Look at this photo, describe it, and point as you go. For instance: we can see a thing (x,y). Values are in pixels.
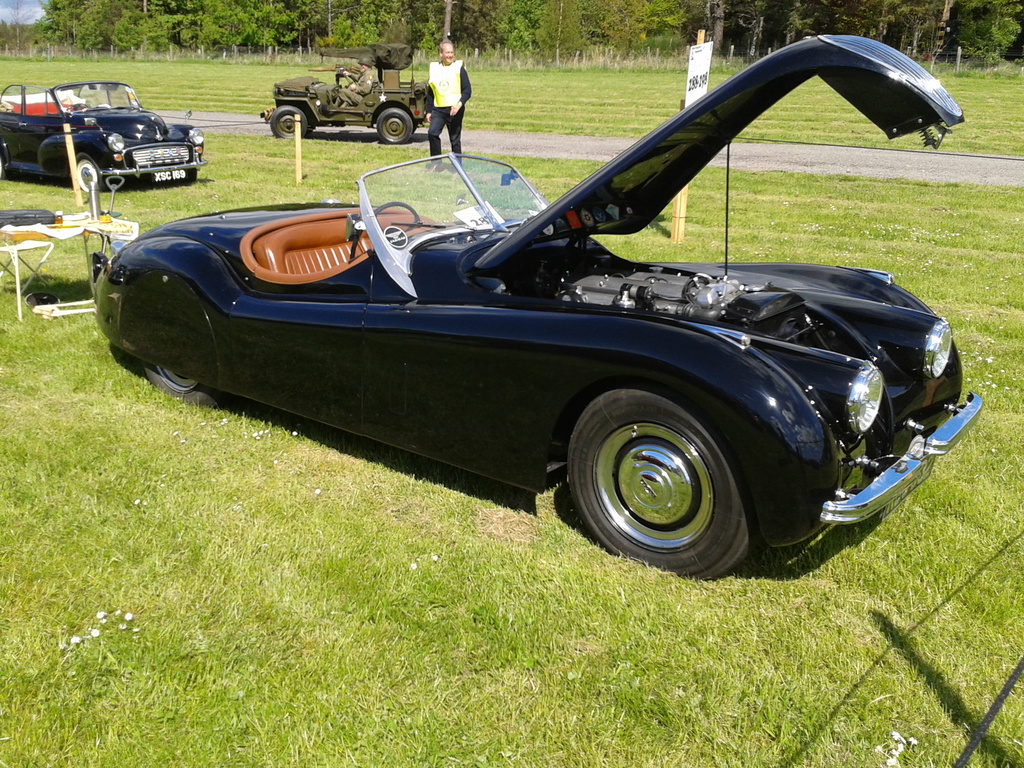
In this picture I can see three cars (305,83). There is a man (359,86) who is sitting on the car's seat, beside that there is a man (456,108) who is standing on the ground (364,135). On the left (30,218) I can see the bag (17,224), paper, cup (58,221) and other objects (60,219) on the table (8,231). In the background (757,40) I can see many trees (396,41), plants (490,43) and grass (561,57). In the top left corner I can see the sky (22,13) and clouds (1,20). On the right (901,176) I can see the road (837,149).
